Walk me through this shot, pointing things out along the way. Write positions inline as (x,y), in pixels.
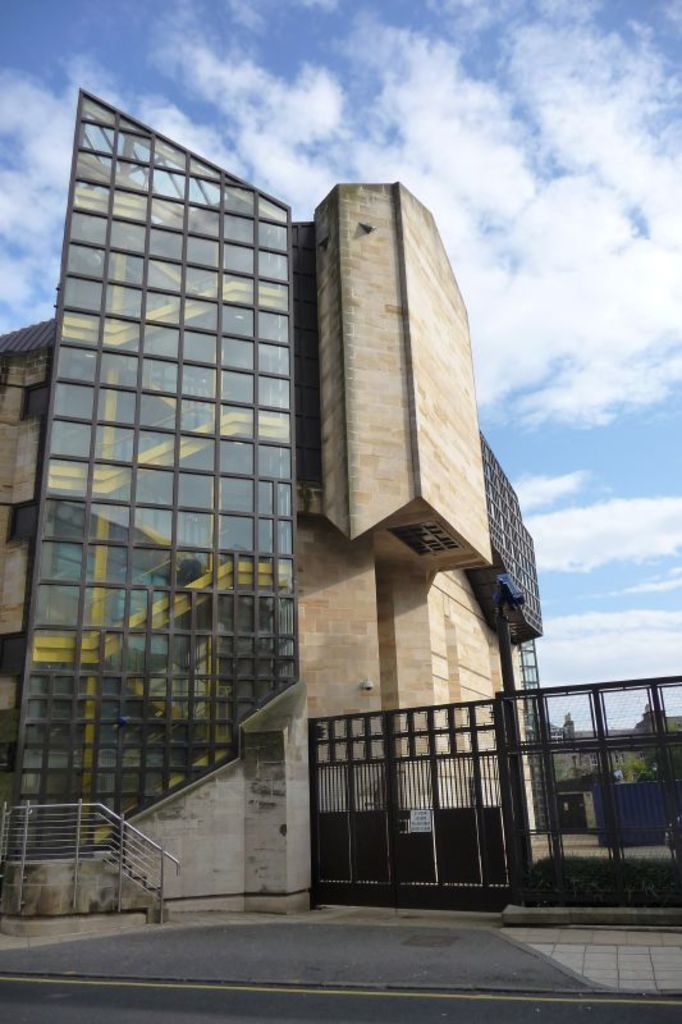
We can see gate (359,860), wall (187,838), fence (669,740), building (165,316) and plants (581,878). In the background (675,755) we can see tree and sky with clouds (563,385).
